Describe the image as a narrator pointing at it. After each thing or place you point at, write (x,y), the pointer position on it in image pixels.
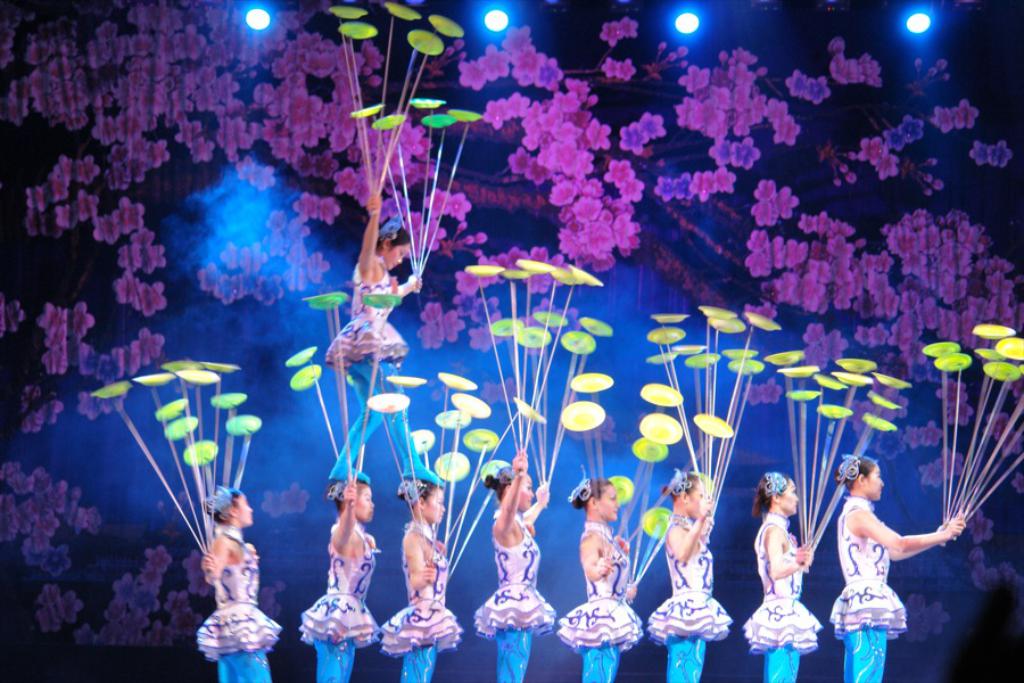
In this picture I can see group of people (769,643) standing and performing plate spinning, and in the background (310,322) there are focus lights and a curtain (306,291).
